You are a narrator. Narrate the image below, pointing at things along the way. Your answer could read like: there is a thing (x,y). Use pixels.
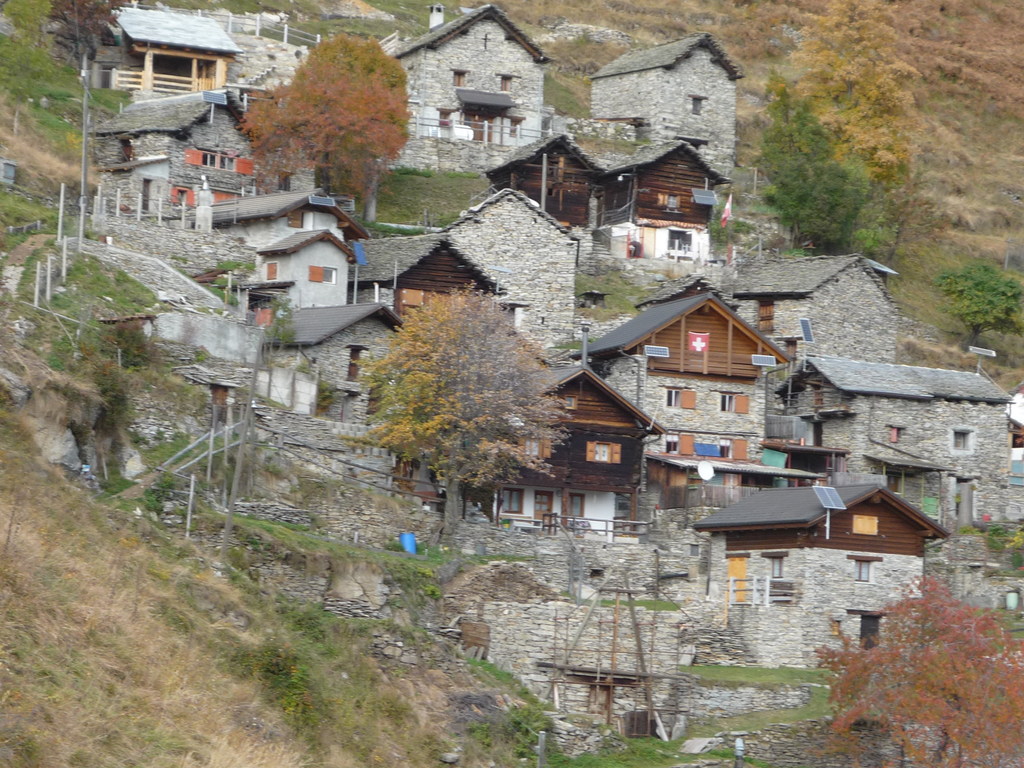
This is an outside view. Here I can see many buildings (506,293) and trees (431,434). At the bottom of the image (229,719) I can see the grass (265,691) on the ground (215,681).
